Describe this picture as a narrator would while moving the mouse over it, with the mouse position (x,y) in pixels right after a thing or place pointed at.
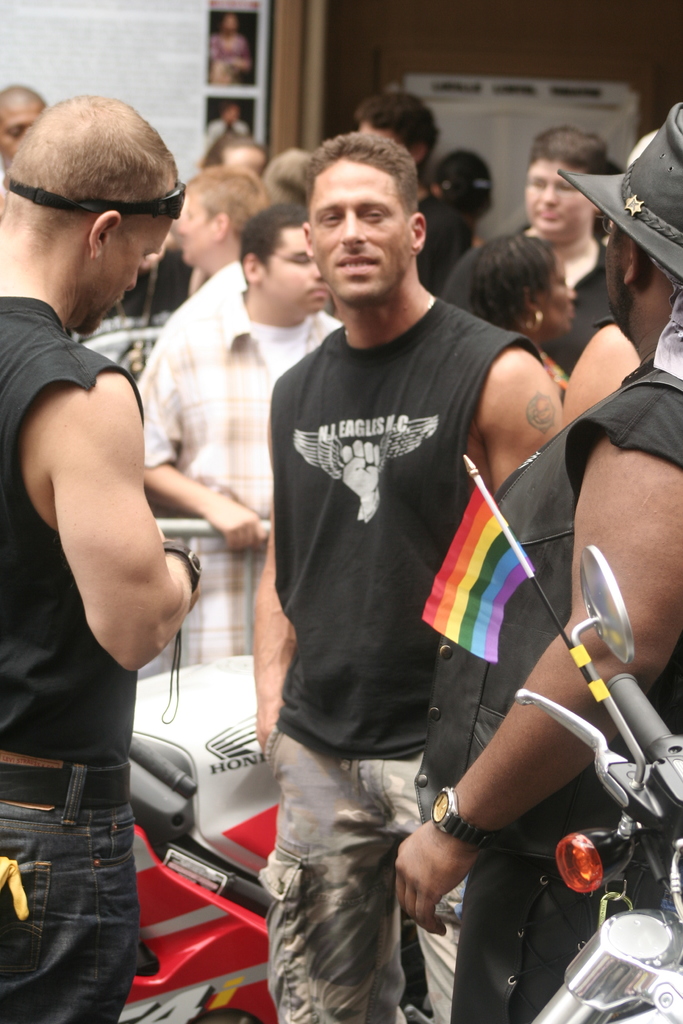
In this image I can see the group of people (386,495) with different color dresses (450,426). I can see one person (620,306) with the hat (618,214). I can see the motorbikes (241,892). In the background (428,76) I can see few objects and the wall (165,129).
